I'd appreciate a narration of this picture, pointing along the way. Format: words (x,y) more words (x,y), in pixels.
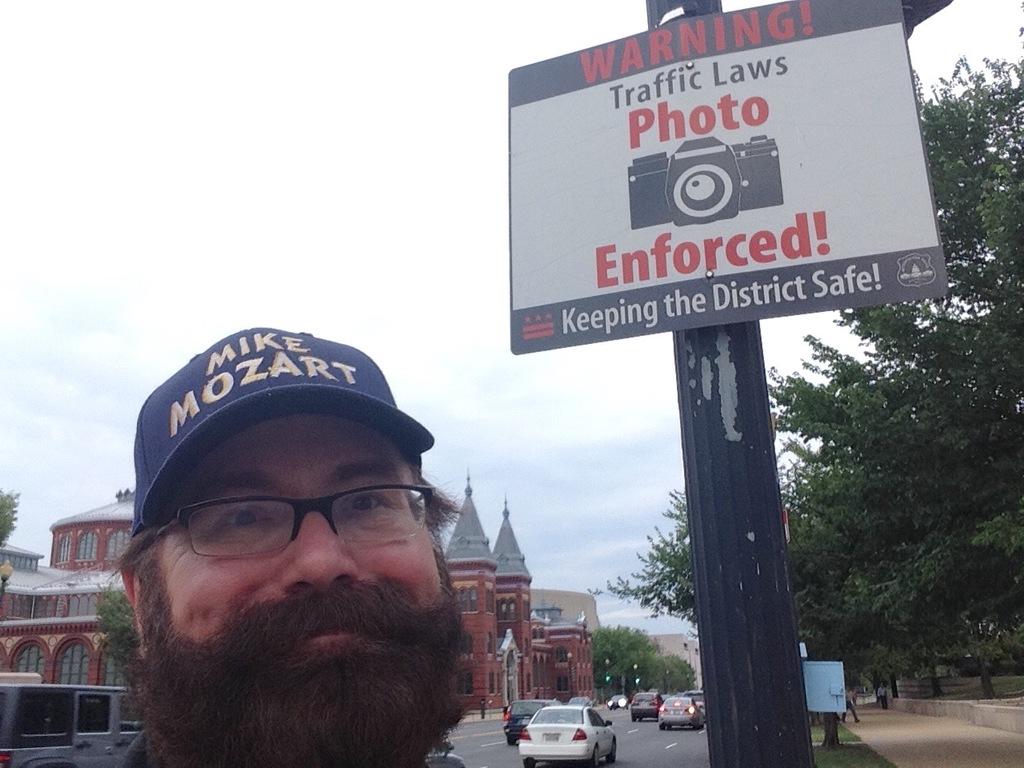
In the background (463,169) we can see the sky (4,114), buildings (22,554). In this picture we can see the people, vehicles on the road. We can see a sign board (840,6), trees (947,337), pole (753,749) and few objects (929,5). This picture is mainly highlighted with a man (186,760) wearing a cap (222,343), spectacles (290,526).
